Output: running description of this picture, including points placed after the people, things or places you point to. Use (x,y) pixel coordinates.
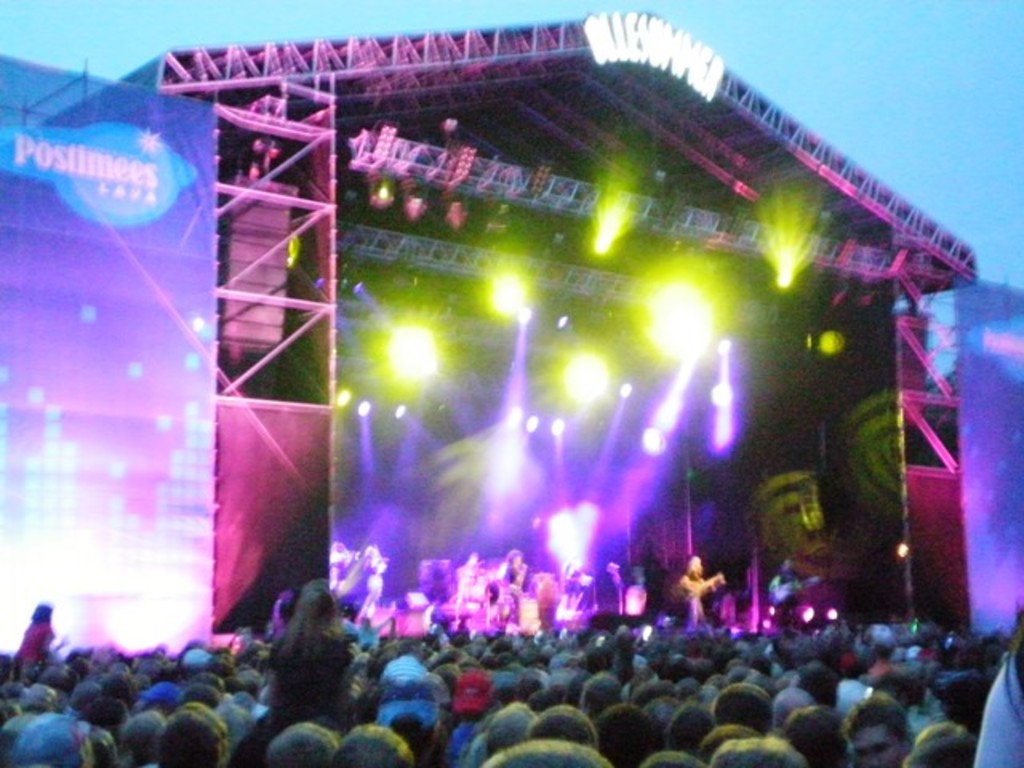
There are persons (365,675) in front of a stage (634,581) on which, there are persons (382,584) standing. Above this stage (665,579), there are lights (537,176) arranged and there is a roof (661,137). On both sides of this stage (342,276), there is a screen (998,454). In the background (1002,107), there is sky (292,23).
